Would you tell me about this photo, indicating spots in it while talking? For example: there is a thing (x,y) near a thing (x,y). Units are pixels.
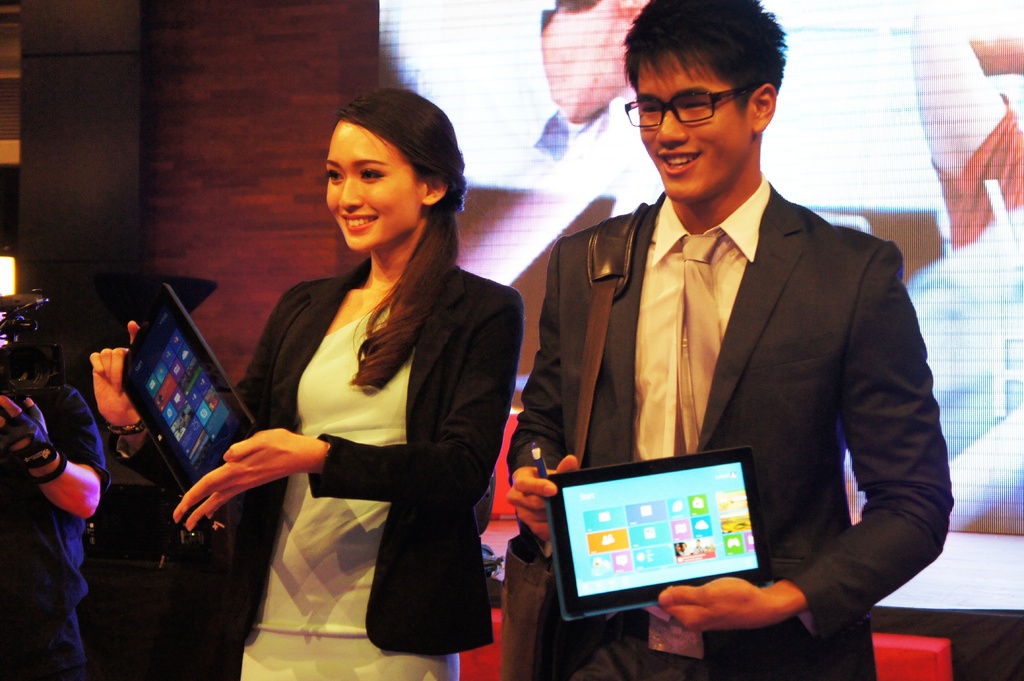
In this image there are two persons (486,391) standing and holding a tablet computer (570,485), there is a person (559,417) holding a pen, a person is wearing a bag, there is a person (76,473) truncated towards the left of the image (62,538), there is an object (32,367) truncated towards the left of the image (17,368), there is a light (15,270) truncated towards the left of the image (2,271), there is a screen (456,114) at the back of the persons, there is a wall (158,125), there is a screen (925,148) truncated towards the right of the image (937,105), towards the bottom of the image (929,656) there are objects (904,663) truncated.
